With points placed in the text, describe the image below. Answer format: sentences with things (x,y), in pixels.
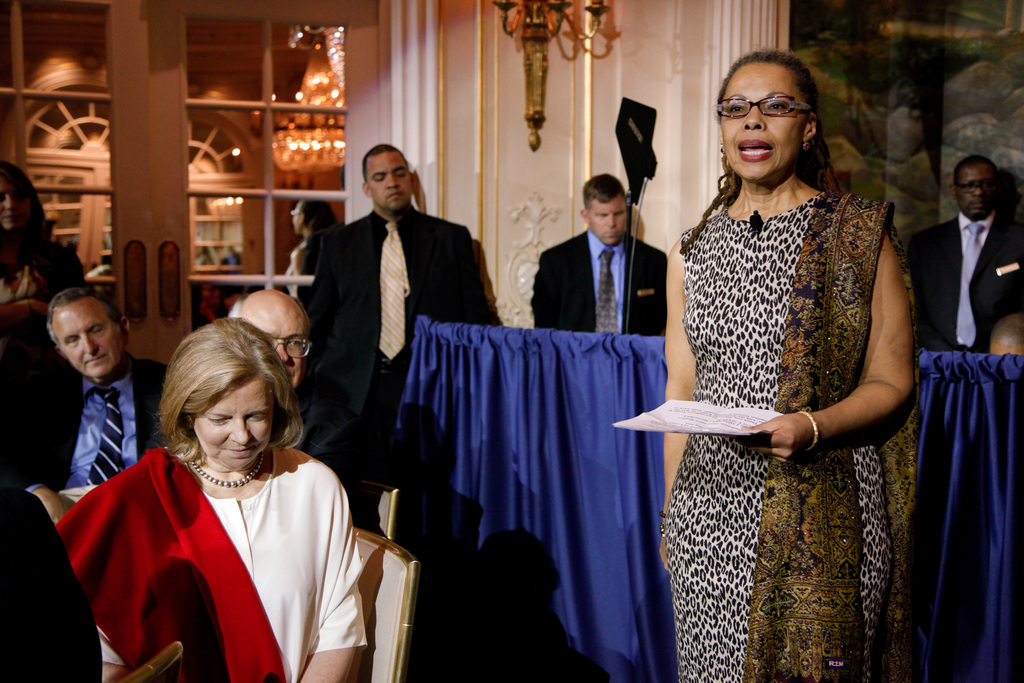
In this image we can see a woman (776,591) is standing and she is wearing black and white color dress (763,330) and holding papers (723,424) in her hand (790,441). Left side of the image (150,431) two men (71,349) and one woman (252,556) is sitting on chairs (397,554). Background of the image (460,373) one blue color curtain (509,372) is there. Behind the curtain (515,352) three men (370,266) are standing by wearing suit (928,231). Top of the image (529,7) chandelier (544,14) is there. Left side of the image (242,122) one white color door (177,162) is present.
